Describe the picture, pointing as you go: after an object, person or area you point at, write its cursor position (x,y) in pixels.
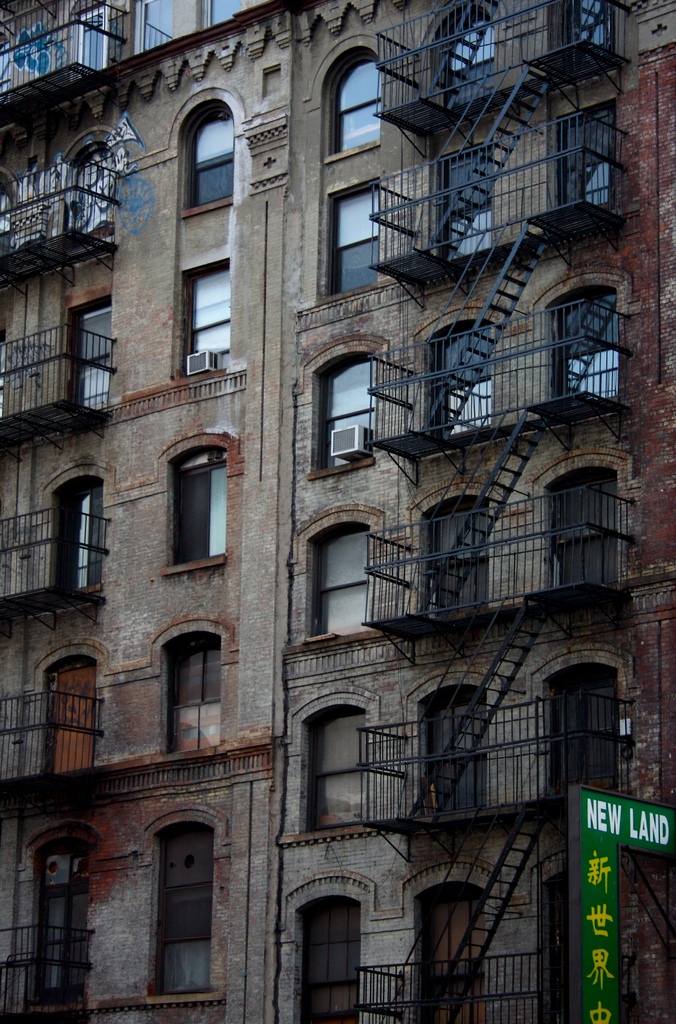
In the center of the image (261,456) there is a building (365,754) with windows (212,138) and railings (476,773). To the right side of the image (619,810) there is a advertisement board (595,896) with some text (632,812).
